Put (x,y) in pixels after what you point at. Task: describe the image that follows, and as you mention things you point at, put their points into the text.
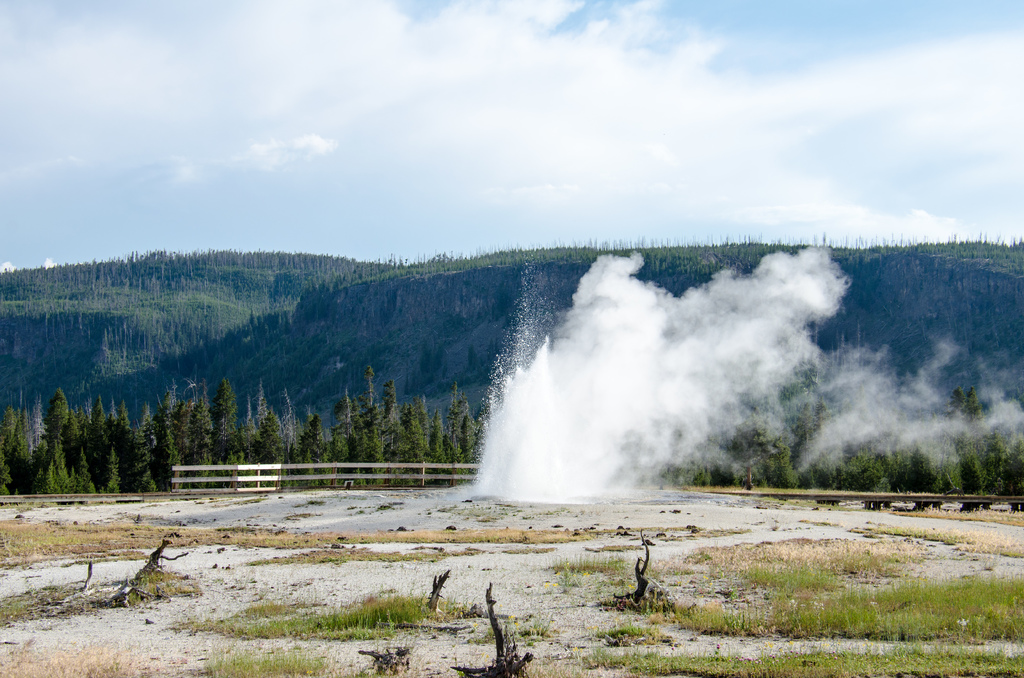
In this picture we can see grass (932,615), fence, trees (152,460) and in the background (865,103) we can see sky (388,142) with clouds (500,159).
